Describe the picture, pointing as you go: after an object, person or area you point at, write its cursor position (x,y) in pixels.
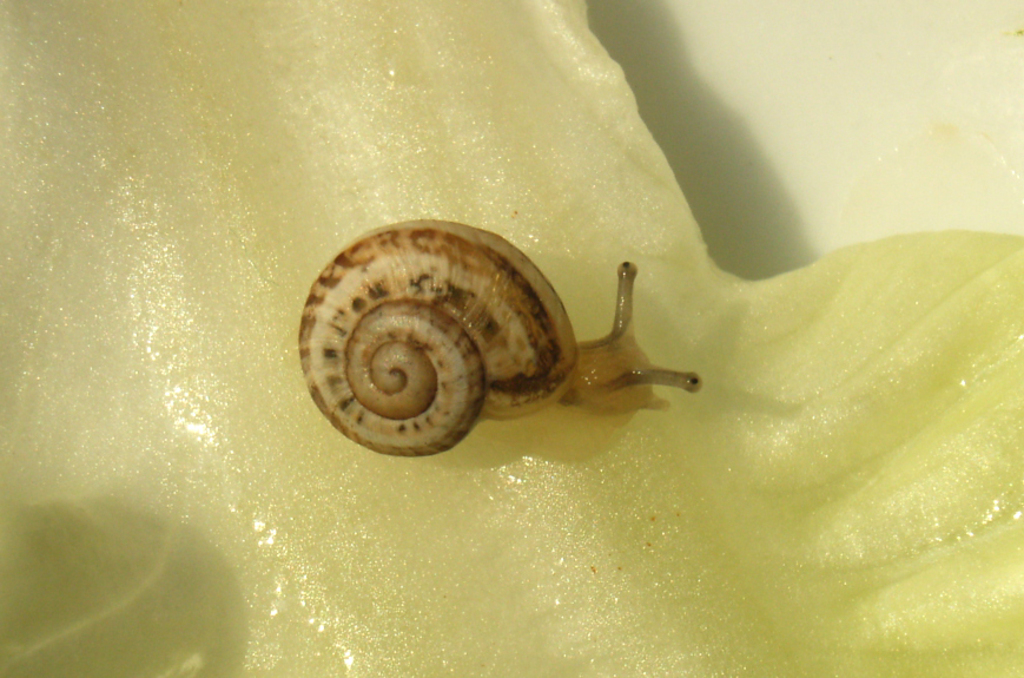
It is a snail (376,448) in the middle of an image (549,404).
